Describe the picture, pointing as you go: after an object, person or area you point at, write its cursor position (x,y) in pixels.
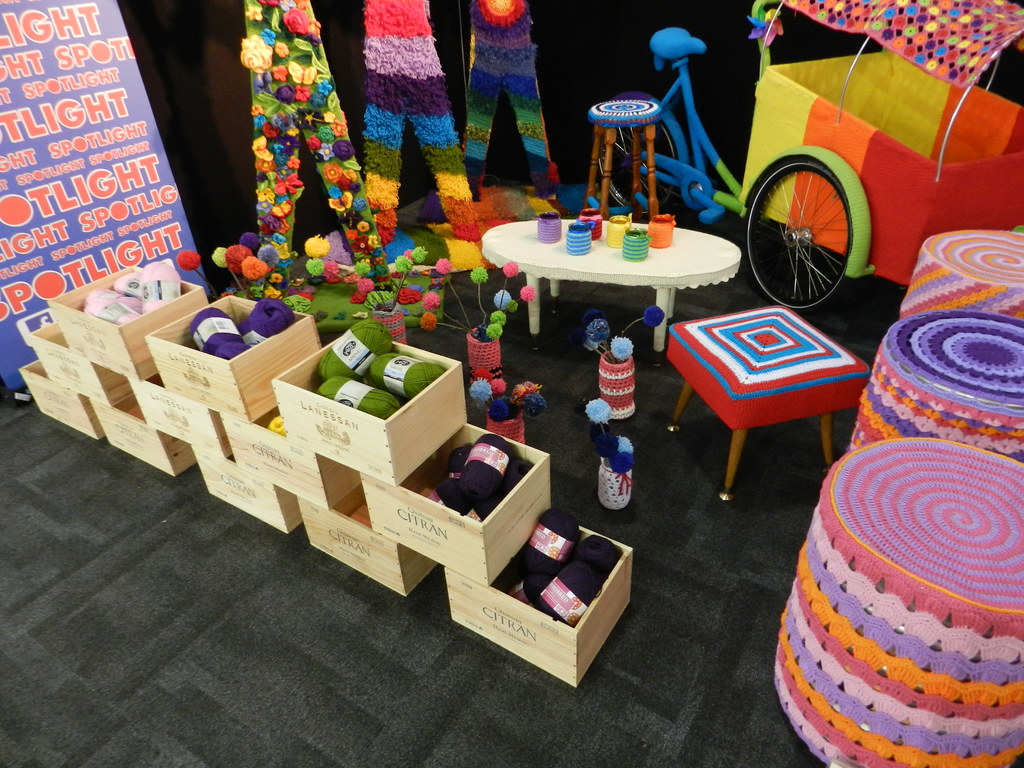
In this picture we can see some boxes (553,557) on the floor (734,631). This is chair (763,362) and there is a table (687,279). Here we can see a bicycle (675,128). And there is a banner (37,127).
